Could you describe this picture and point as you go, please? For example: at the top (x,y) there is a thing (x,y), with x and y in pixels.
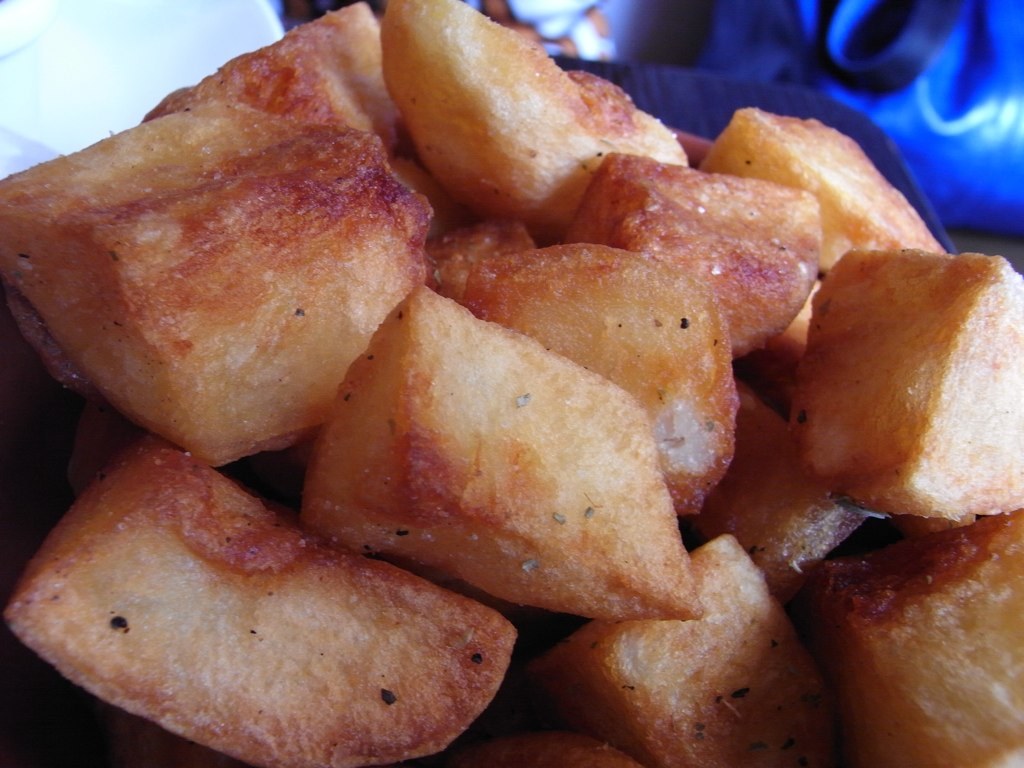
In the center of this picture (356,319) we can see the food items (931,311). In the background (829,81) we can see some other objects (681,31).
